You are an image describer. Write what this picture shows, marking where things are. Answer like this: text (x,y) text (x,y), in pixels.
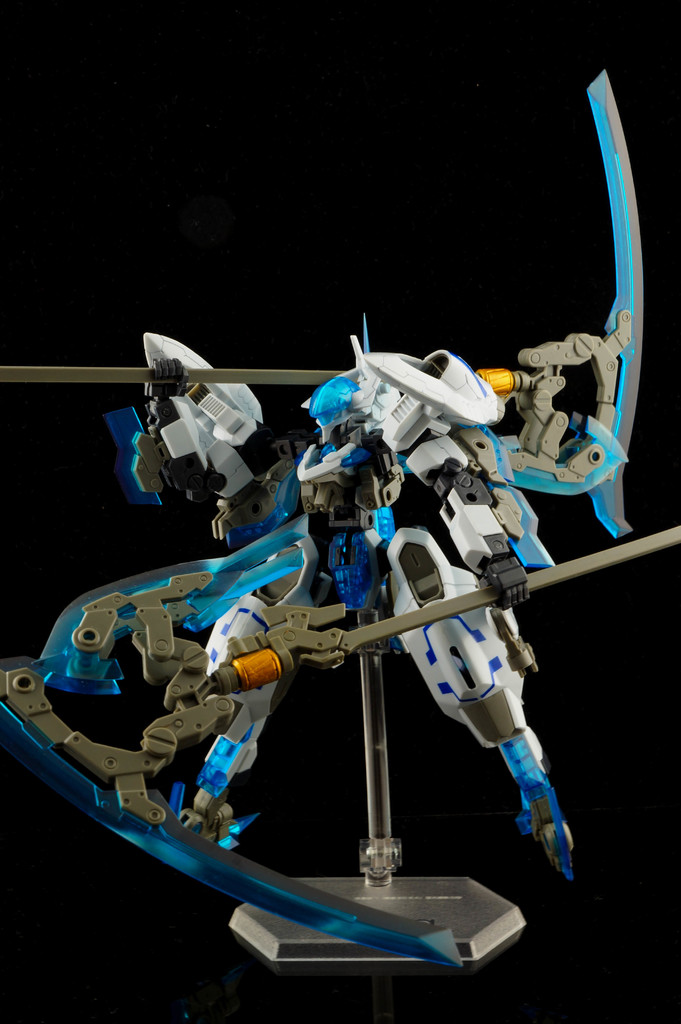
In this image I can see a toy (490,483) which is blue, white, yellow, orange and grey in color and I can see the black colored background (404,3).
